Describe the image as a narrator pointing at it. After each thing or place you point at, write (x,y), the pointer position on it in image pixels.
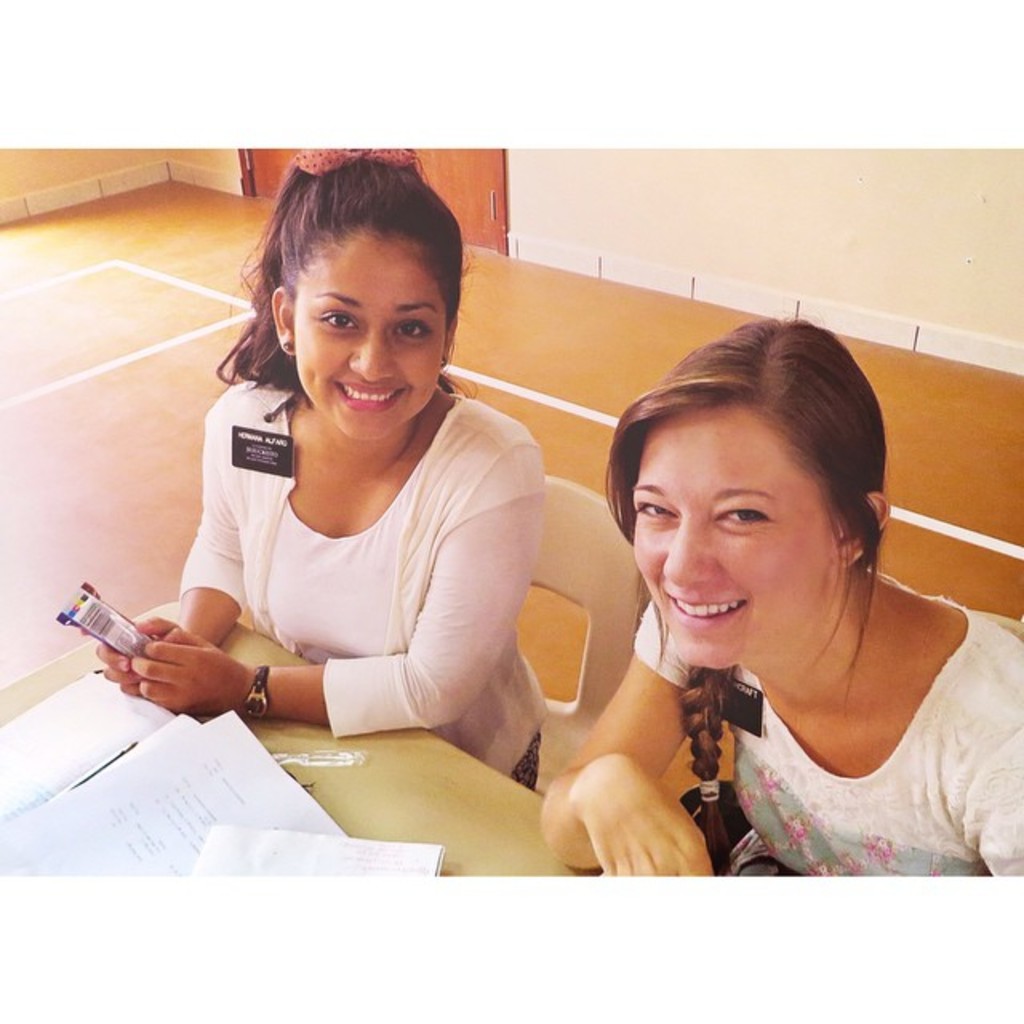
In this picture we can see two women (315,517), they both are smiling and they are seated on the chairs (555,574), in front of them we can see few books (248,779) on the table (397,814), and the left side person (264,529) is holding some things (129,627) in her hands (145,664).
